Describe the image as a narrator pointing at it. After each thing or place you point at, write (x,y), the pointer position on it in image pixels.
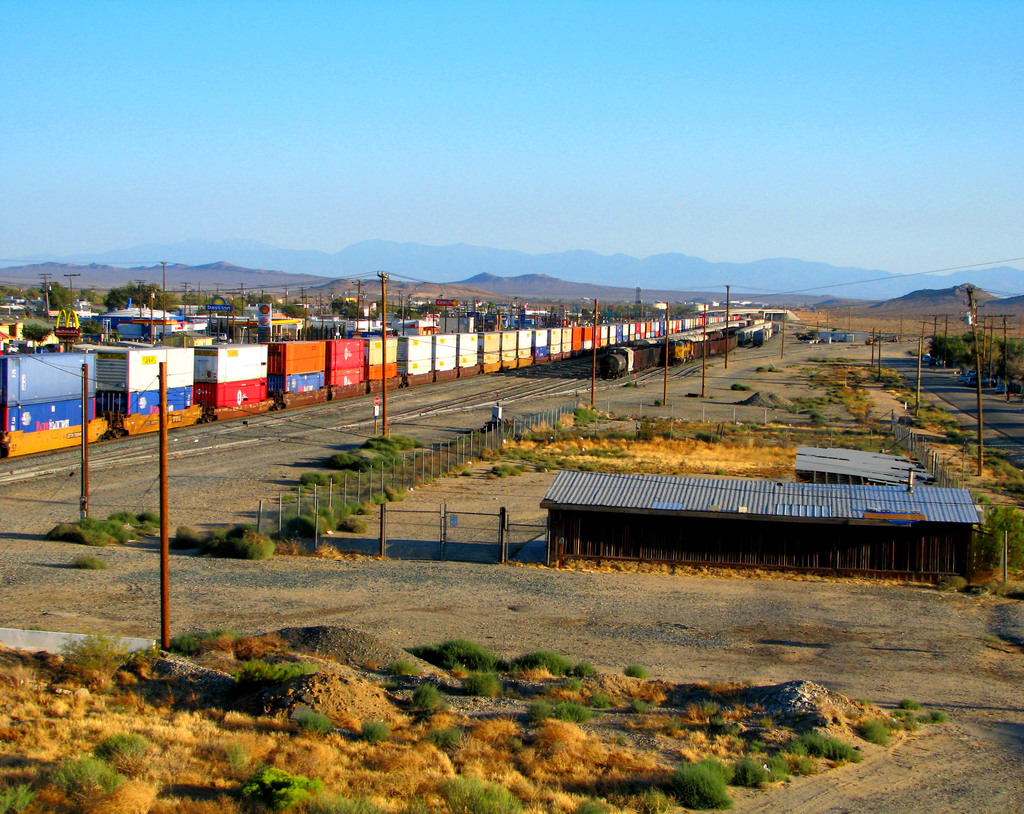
In the middle (512,368) there are railway tracks (582,363) and trains (688,357). This is the iron sheet (626,506), at the top (453,112) it is the sky (288,158).
